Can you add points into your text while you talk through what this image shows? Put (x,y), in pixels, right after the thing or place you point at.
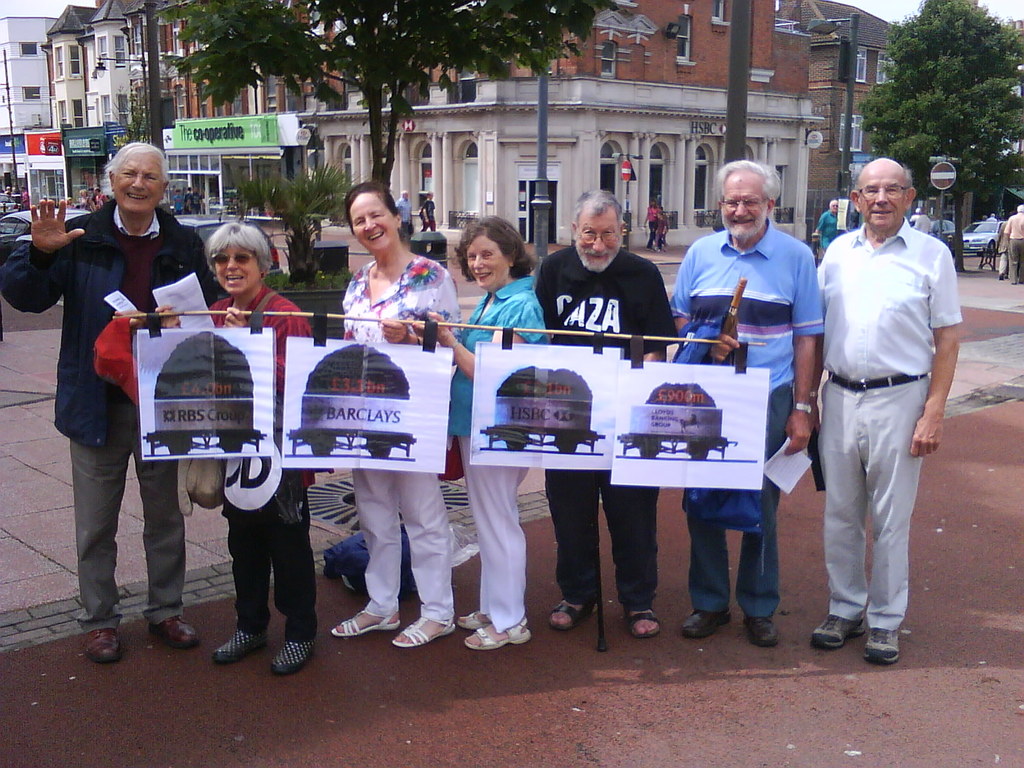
In this image there are group of people (718,358) who are standing on the floor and holding the wooden stick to which there are four posters (500,377). In the background (499,112) there are buildings (170,129) and trees (412,52). On the left side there is a road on which there are cars (25,229). On the right side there are few people (1007,223) who are walking on the road (968,287).
